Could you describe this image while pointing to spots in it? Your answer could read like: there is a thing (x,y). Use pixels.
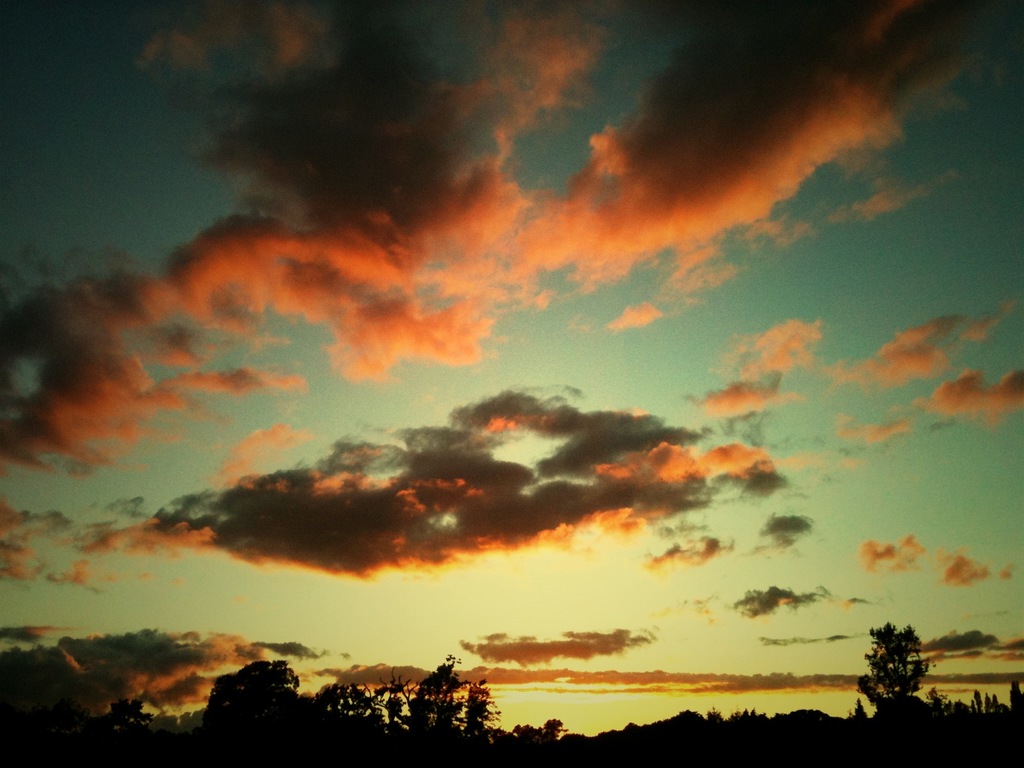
In this image we can see there is a scenic view of red and black clouds (580,416) in the sky (369,422) under that there are trees (559,764).
